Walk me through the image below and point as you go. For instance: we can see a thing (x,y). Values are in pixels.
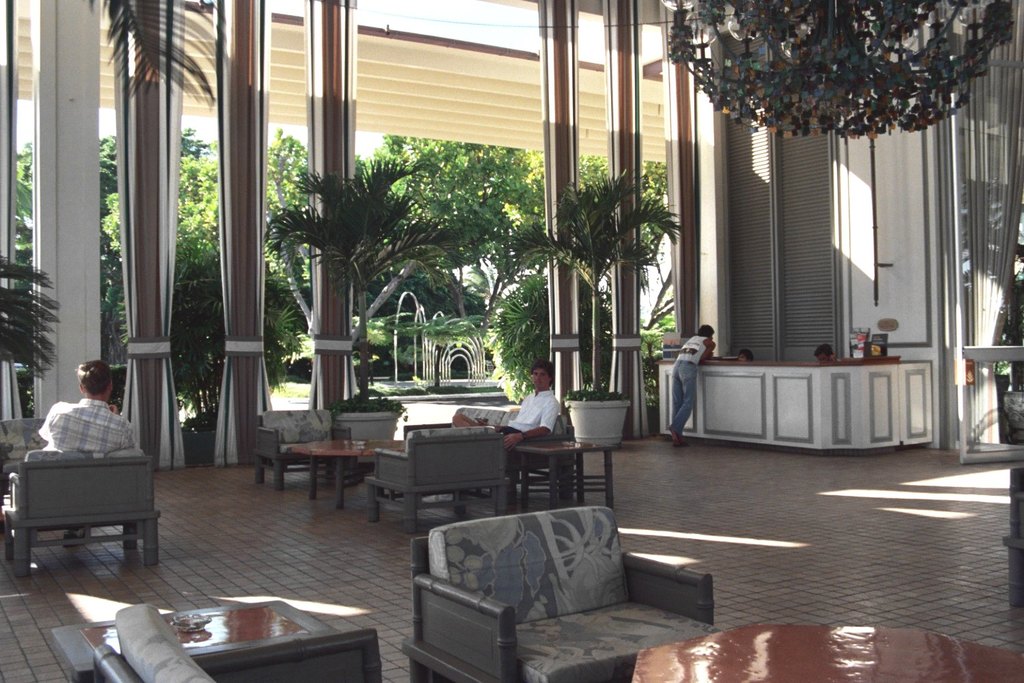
In this picture, There is a floor (901,546) which is in brown color, There are some chairs (639,607) which are in gray color, In the right side (691,662) there is a table (809,665) which is in brown color, In the background (705,428) there is a white color block (799,401) and there is a man (676,380) standing and there are some green color trees (402,243).
